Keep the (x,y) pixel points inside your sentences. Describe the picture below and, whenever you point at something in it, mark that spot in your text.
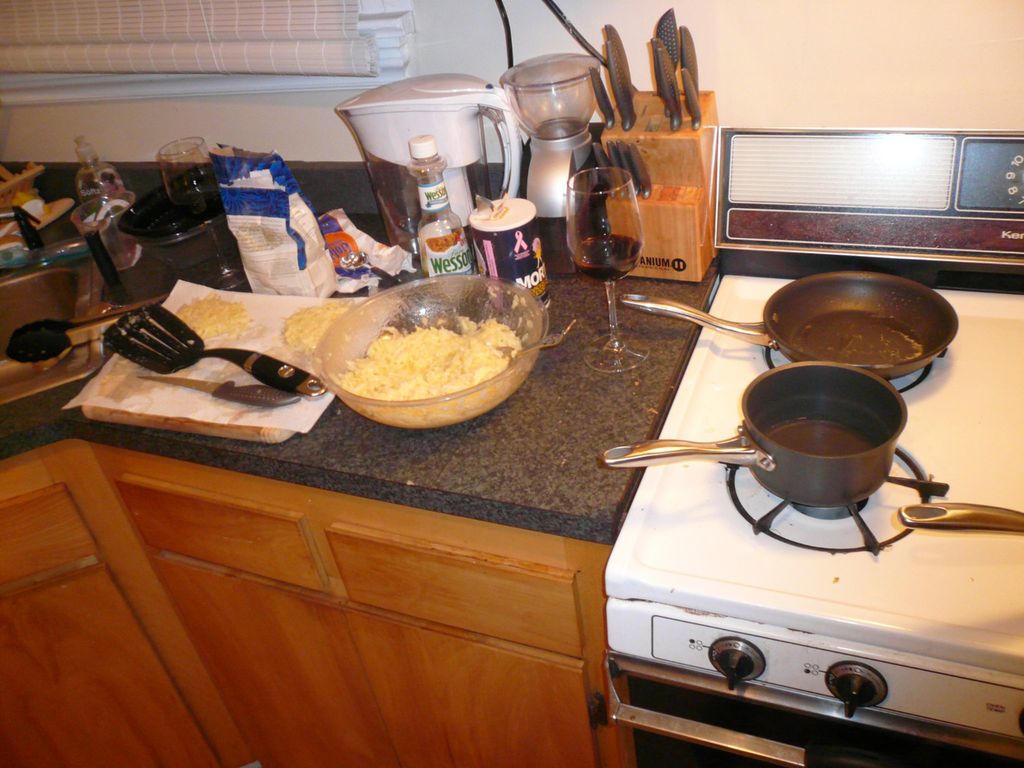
In this picture we can see a bowl (533,298), knives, glasses (600,238), bottles (410,182), machines (415,119) and other things (307,274) on the countertop (238,269), beside the countertop (487,439) we can find pans (795,325) on the gas stove (819,521).
